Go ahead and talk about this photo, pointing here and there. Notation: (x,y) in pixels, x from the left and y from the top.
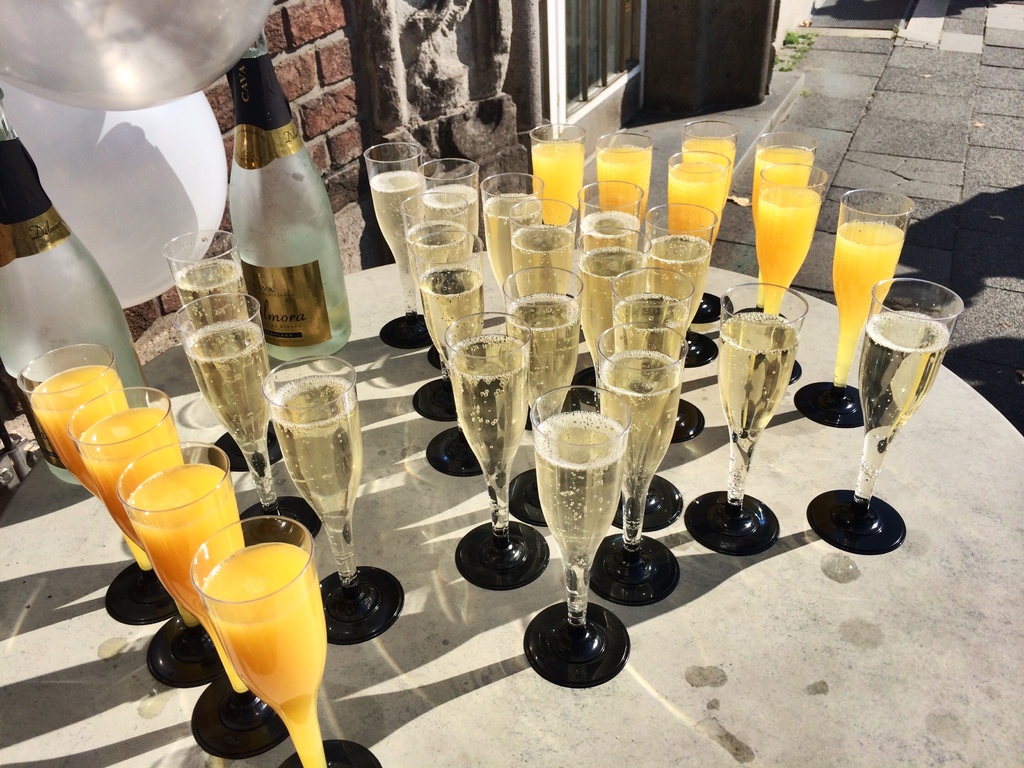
In the center (391,473) we can see table (911,616), on table (856,714) we can see juice glasses (240,630), wine glasses (448,330) and wine bottles (281,190). In the background (386,76) there is a brick wall (324,56), balloon (131,49), grass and door (607,45).
